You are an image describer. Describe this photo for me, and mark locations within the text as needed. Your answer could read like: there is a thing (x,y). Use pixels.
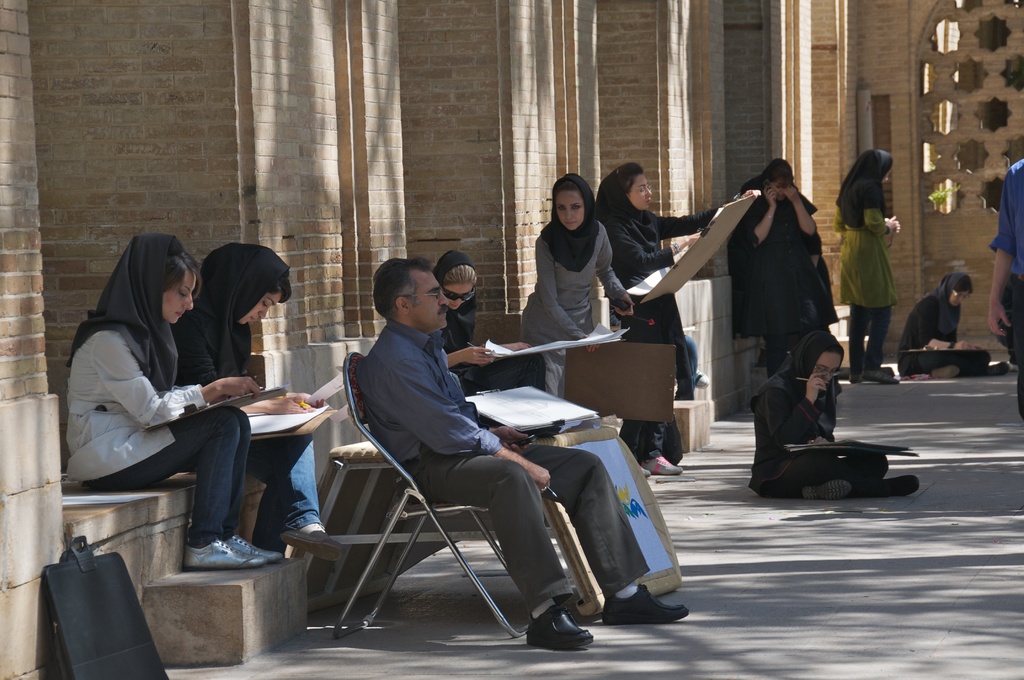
In this picture we can see a group of people (550,365) where some are sitting on steps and some are sitting on chairs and some are standing holding pens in their hands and writing pads (510,394) and in background (697,73) we can see wall (523,118), plants (928,197).
